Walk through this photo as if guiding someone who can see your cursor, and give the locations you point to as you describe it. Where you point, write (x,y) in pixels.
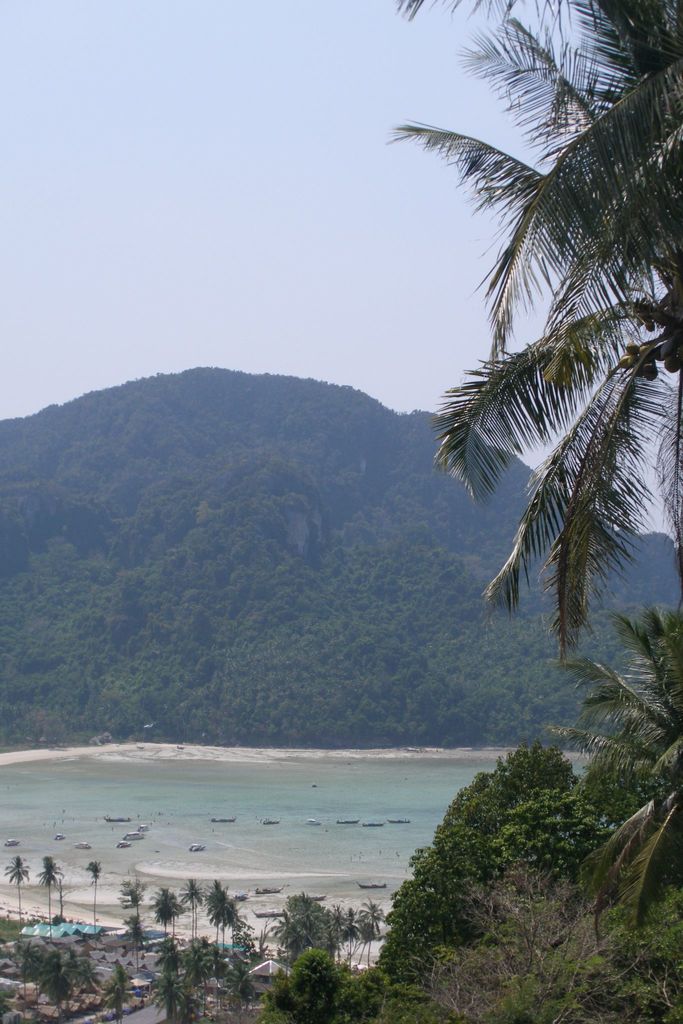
In this picture we can see some trees (564,570) here, there is water (385,829) here, in the background (363,716) there is a hill (374,458), we can see the sky (281,110) at the top of the picture (280,107).
